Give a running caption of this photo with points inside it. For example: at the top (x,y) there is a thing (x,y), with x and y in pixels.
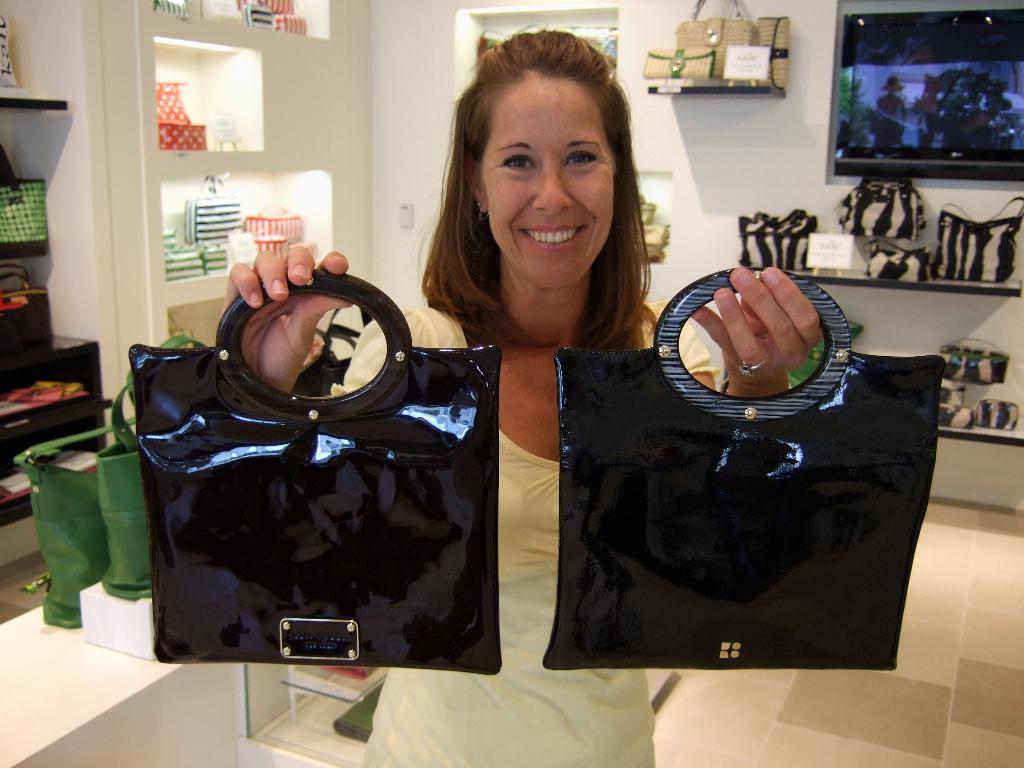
In this image we can able to see a lady (531,309) standing and holding two bags (699,511) which is of black in color there is a TV (921,106) over here and we can able to see some bags (684,45) here and there are some bags (1005,361) which are of black and white in color and here we can able to see two bags (90,518) which are of green in color and this woman (757,357) is wearing a ring (753,371) and there are some bags (185,120) which are of orange and white in color.
